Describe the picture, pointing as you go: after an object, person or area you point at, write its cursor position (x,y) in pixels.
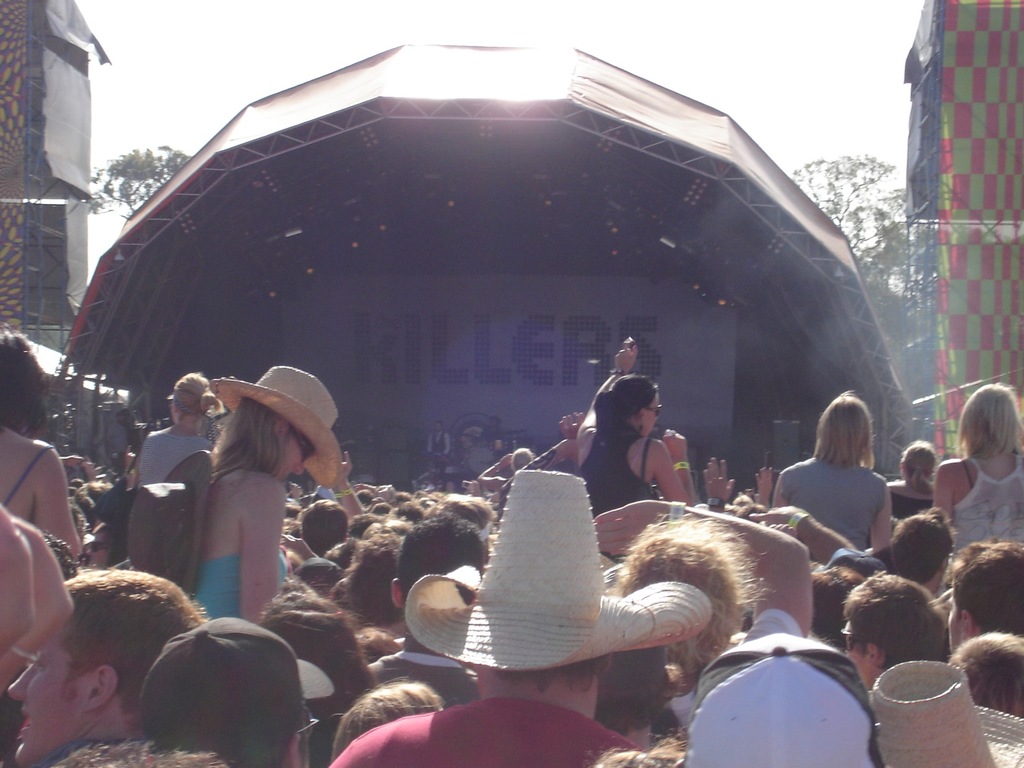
In the foreground of this image (372,535), there are people (369,729) wearing hats (280,398) and caps (264,684) on their heads (274,434). In the background (658,171), there is a stage (571,284), on either side there are banners (976,257) to the pole like structures (922,214), trees (867,186) and the sky (704,22).
